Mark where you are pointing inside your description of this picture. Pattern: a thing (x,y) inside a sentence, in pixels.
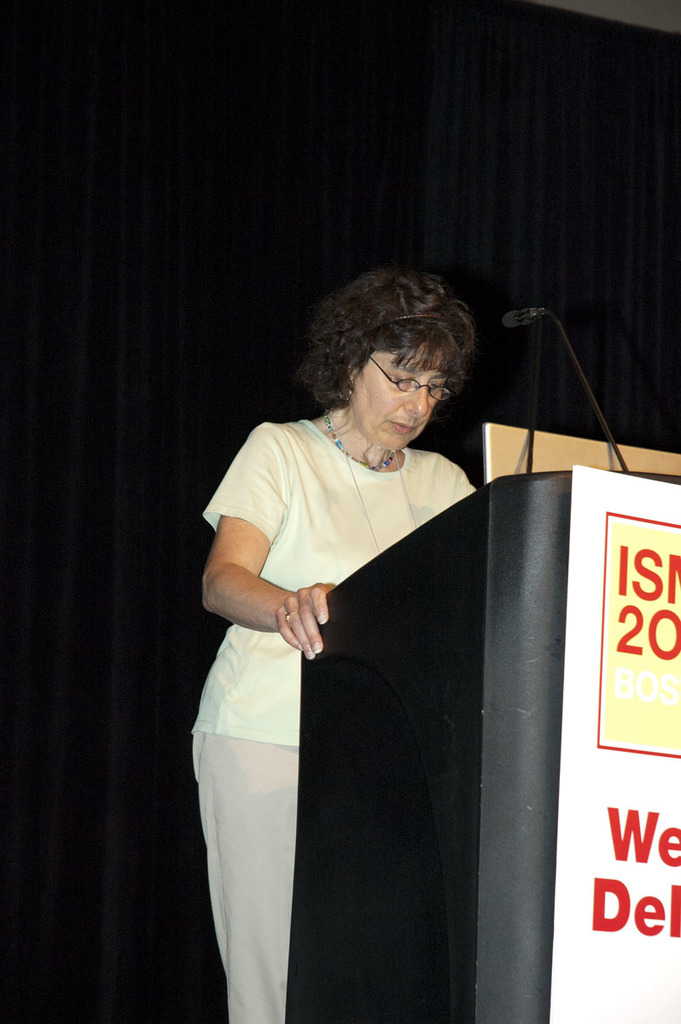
In this image we can see a woman (274,562) standing near the podium (407,715) and a mic (532,468) attached to it. In the background (62,247) there is a curtain (52,788).
